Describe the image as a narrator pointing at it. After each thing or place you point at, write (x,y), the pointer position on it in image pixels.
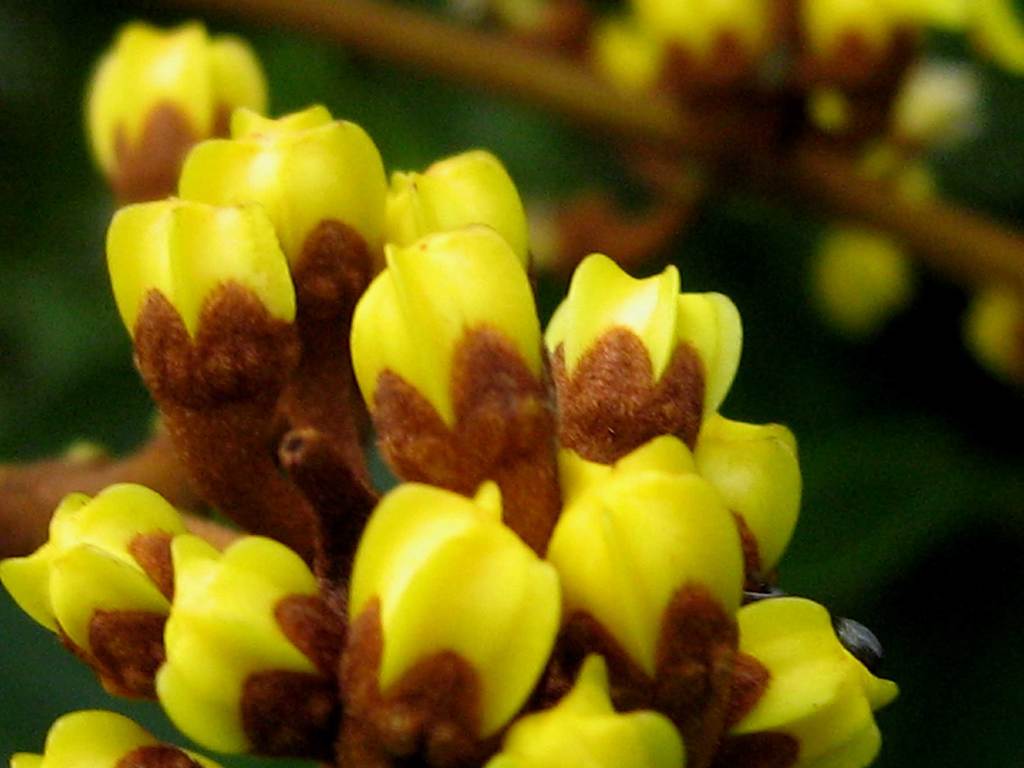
In the foreground of this picture (285,340) we can see there are some objects (424,295) which seems to be the buds (292,648). In the background (440,83) we can see the green leaves (927,452) and some other items (687,146).
